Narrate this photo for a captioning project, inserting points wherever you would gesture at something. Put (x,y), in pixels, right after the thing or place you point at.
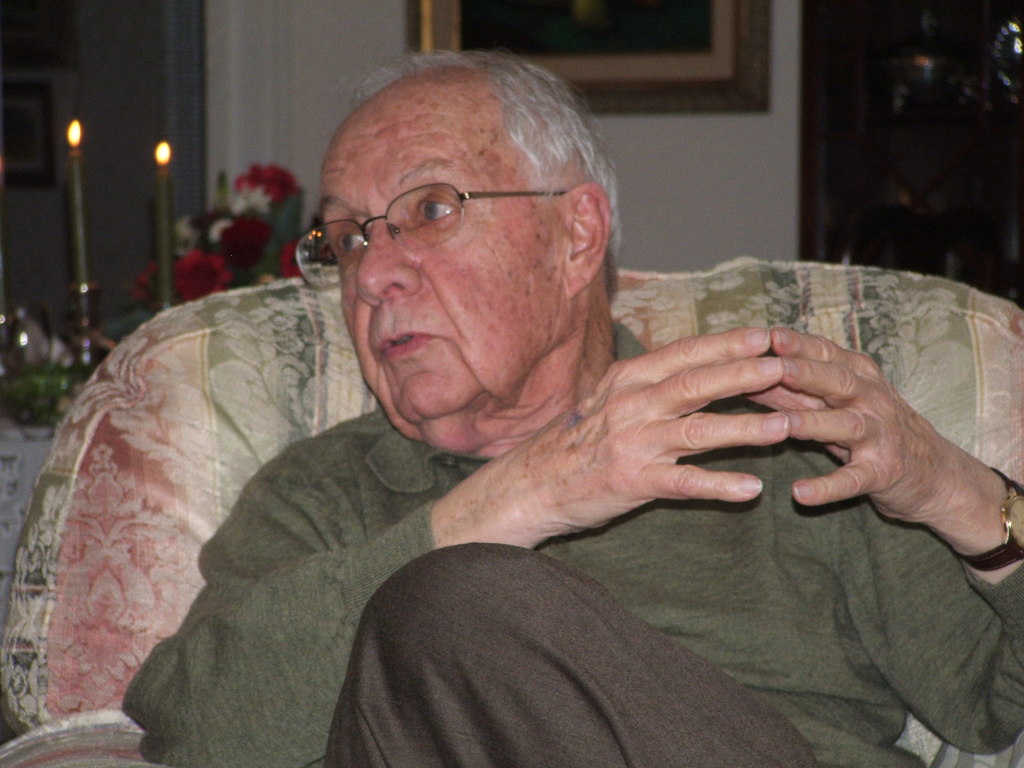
In the center of the image (418,344) we can see a person (358,652) sitting on the chair (167,505). In the background (788,176) we can see wall (722,137), photo frame (443,22), candles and flowers (233,239).
